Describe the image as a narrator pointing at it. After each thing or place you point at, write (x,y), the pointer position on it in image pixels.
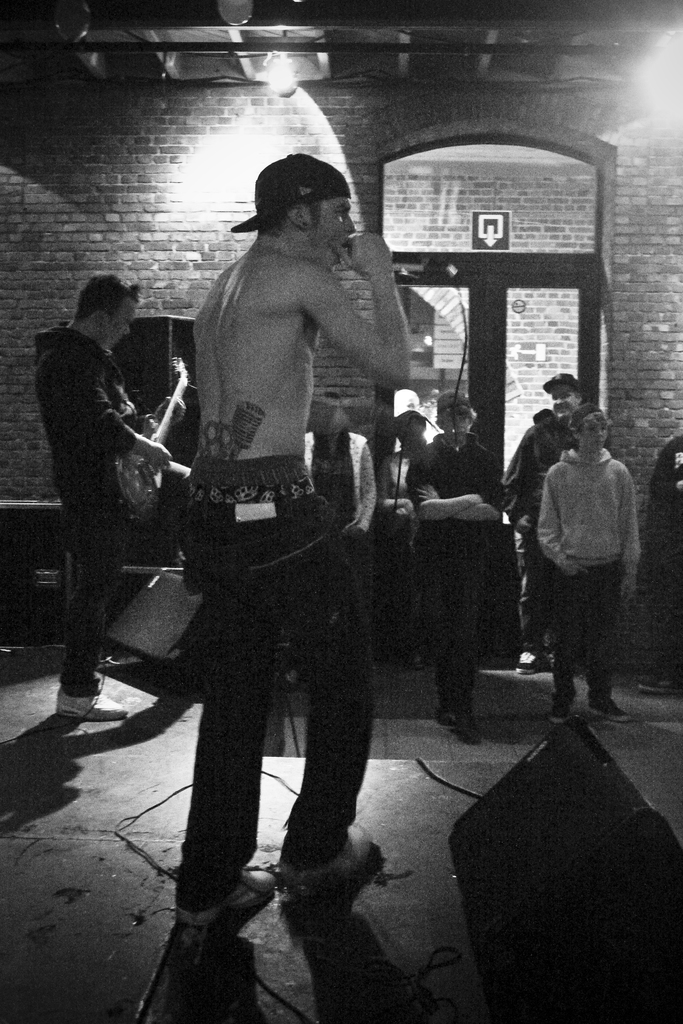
This is a black and white image. Here I can see a man (258,627) standing, holding a mike (394,270) in the hand (353,262). It seems like he is singing. In the background (455,494) few people (443,470) are standing and looking at this man (261,432). On the left side (80,542) there is a person (81,504) standing and playing the guitar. In the background (181,137) there is a wall (622,159). At the top (296,88) there is a light (293,85).
